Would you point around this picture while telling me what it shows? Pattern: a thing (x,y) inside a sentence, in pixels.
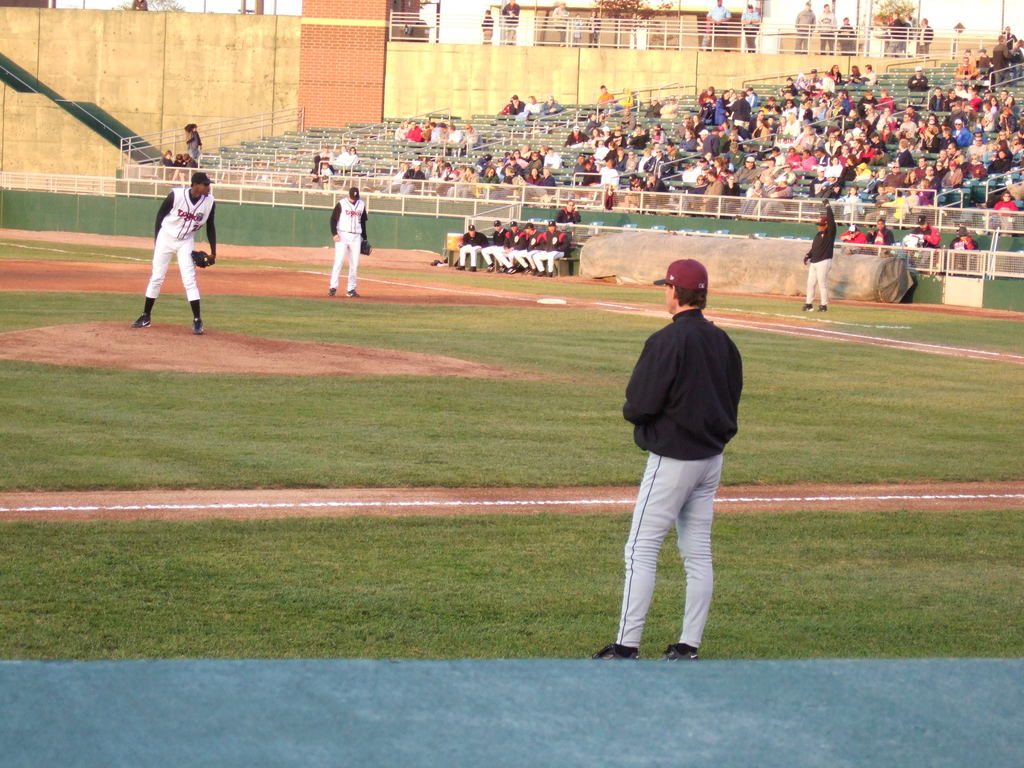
In this image, we can see four persons (712,361) are standing on the ground (324,551). Background (374,75) we can see people (950,107), rods (1009,67), seats (540,117), walls (2,23), brick wall (360,85), rod railing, trees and few objects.
